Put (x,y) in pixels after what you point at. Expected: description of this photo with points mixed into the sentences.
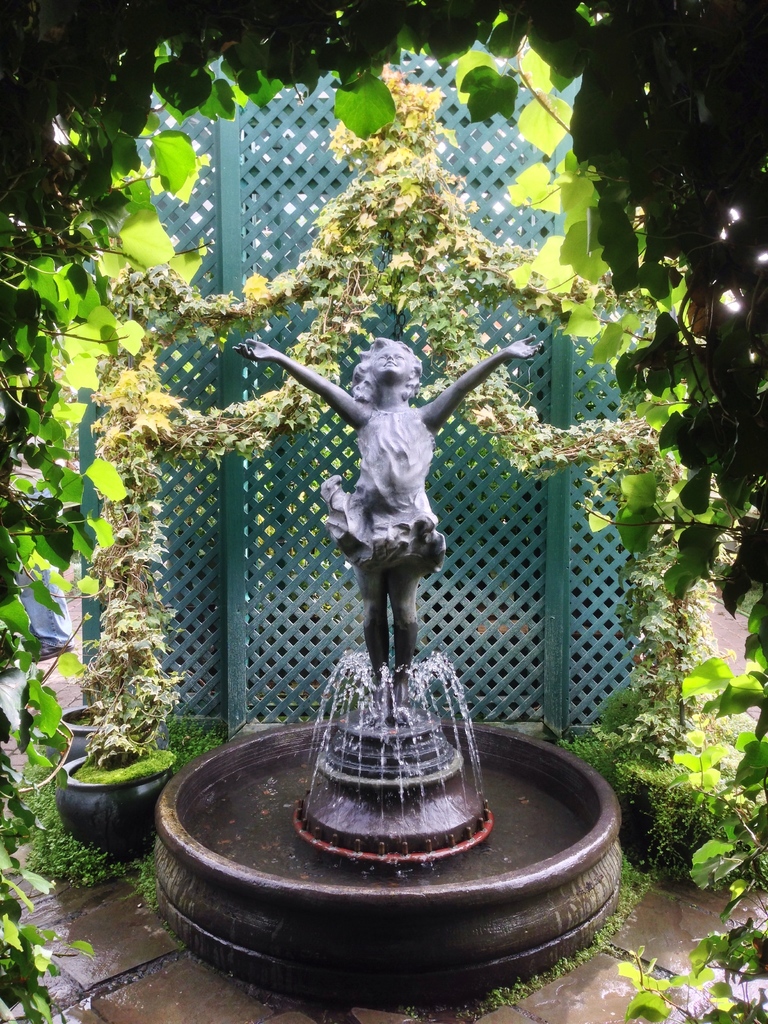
In this image I can see a statue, I can also see a fountain (421,834), background (658,704) I can see few plants (714,684) in green color and I can see green color railing (284,201).
